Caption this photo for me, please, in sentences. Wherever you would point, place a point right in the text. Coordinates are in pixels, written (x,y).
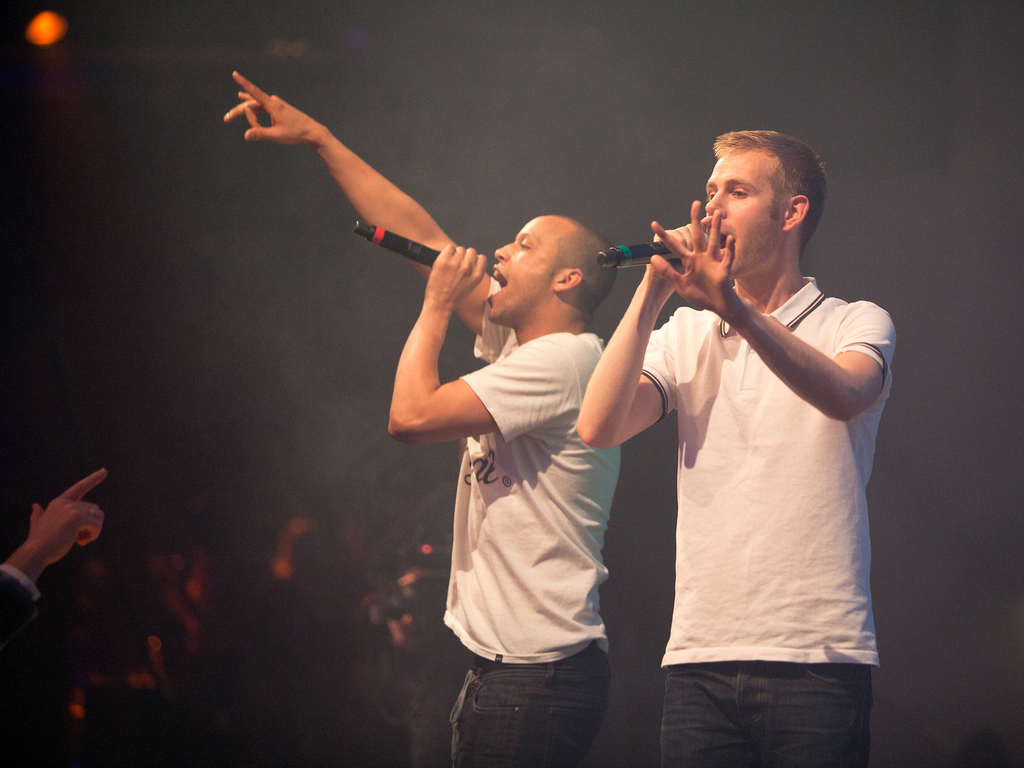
In the picture I can see two persons (587,387) wearing white color T-shirts (739,560) are holding mics (392,241) in their hands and singing. Here on the left side of the image (76,528) I can see a person's hand (56,552) and the background of the image (982,617) is dark.
